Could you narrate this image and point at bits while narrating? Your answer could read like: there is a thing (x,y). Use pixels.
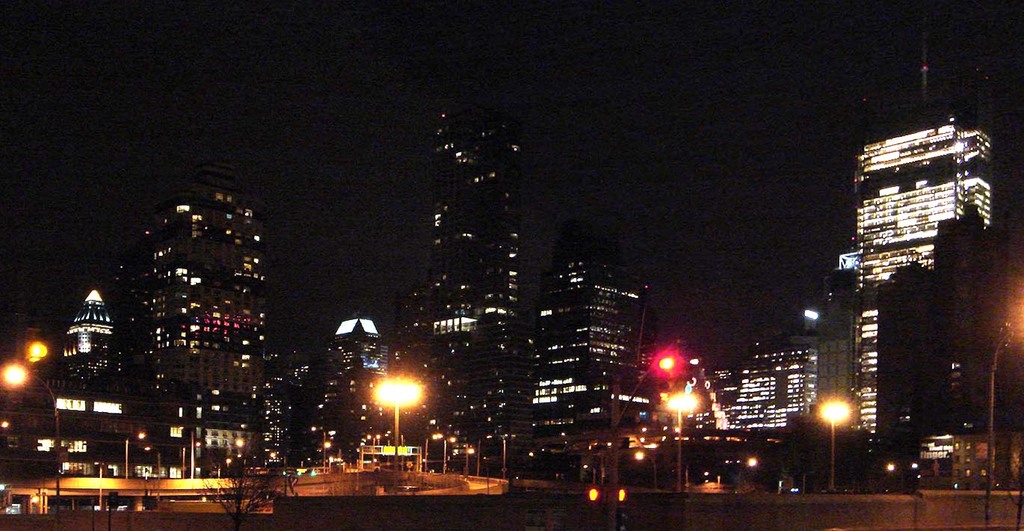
Bottom of the image (271,455) there are some poles (52,403) and lights (399,391) and trees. Behind them there is a bridge (441,478). In the middle of the image (476,236) there are some buildings (909,305).
